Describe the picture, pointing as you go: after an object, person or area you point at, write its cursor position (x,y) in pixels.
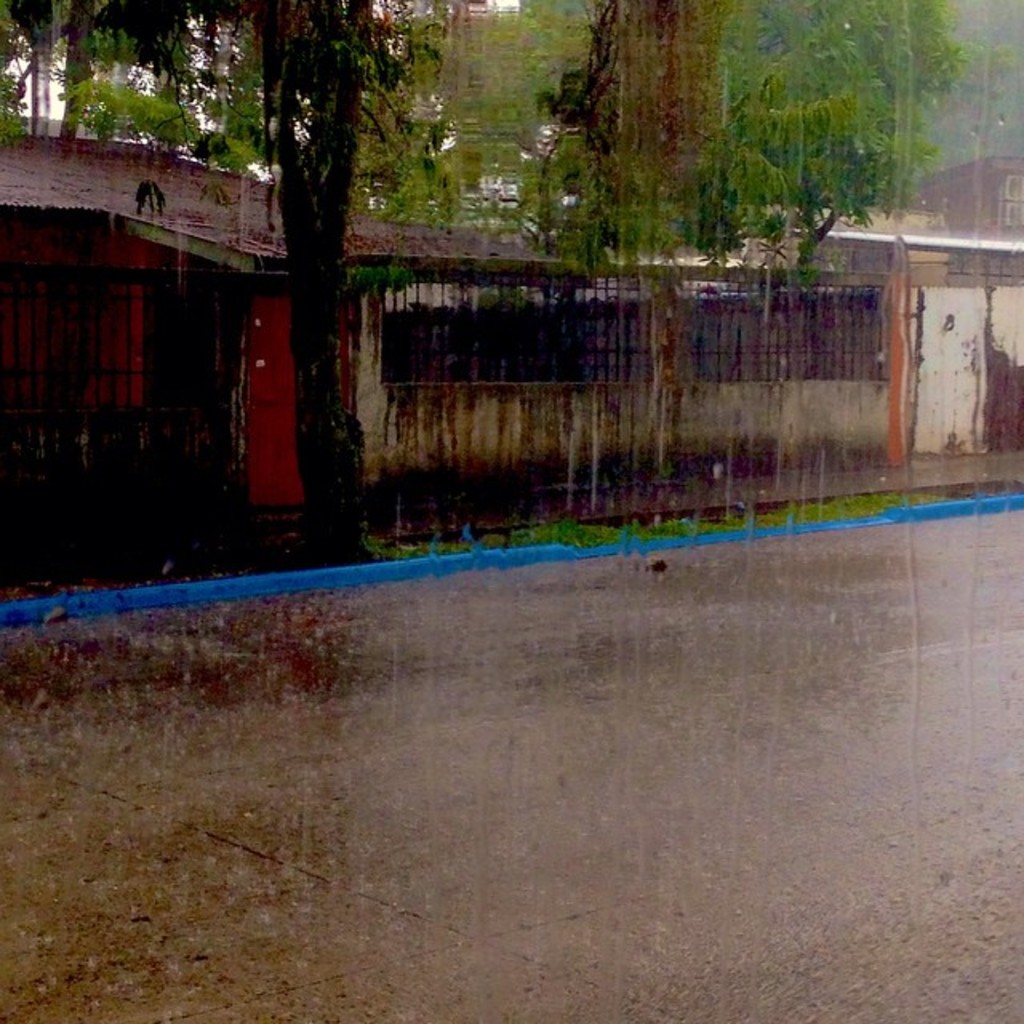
This is an outside view and it is raining. At the bottom of the image (339,838) there is a road (377,795). In the background (620,266), I can see some houses (16,241) and trees (458,144).
